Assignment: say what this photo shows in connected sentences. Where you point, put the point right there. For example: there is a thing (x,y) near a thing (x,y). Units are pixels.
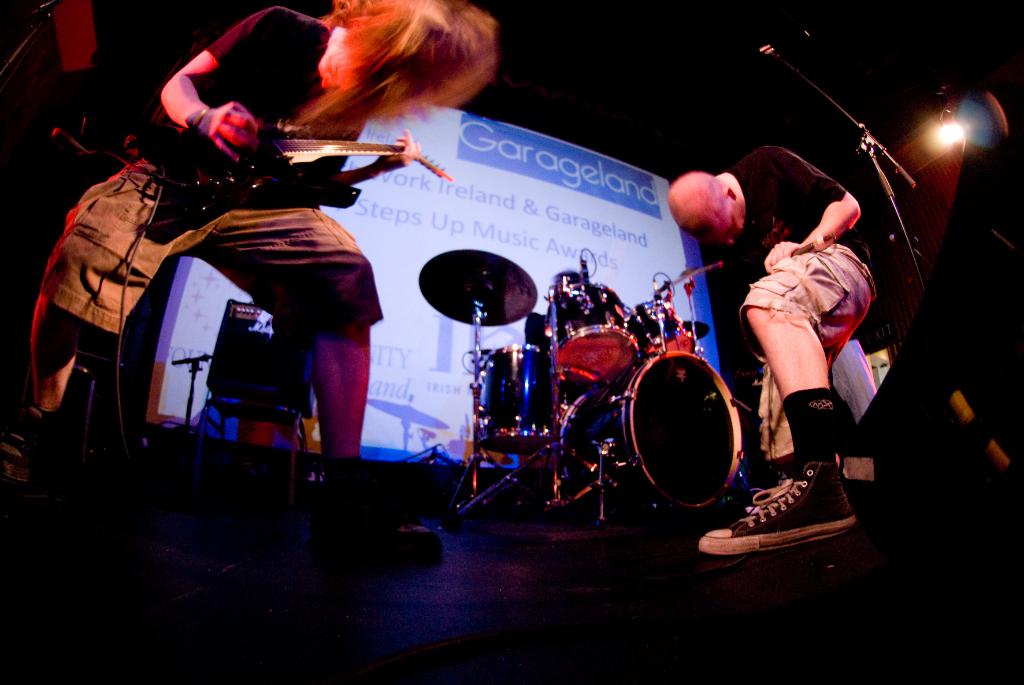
In this picture I can see few people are playing musical instruments (514,403), behind we can see a banner (544,225).
